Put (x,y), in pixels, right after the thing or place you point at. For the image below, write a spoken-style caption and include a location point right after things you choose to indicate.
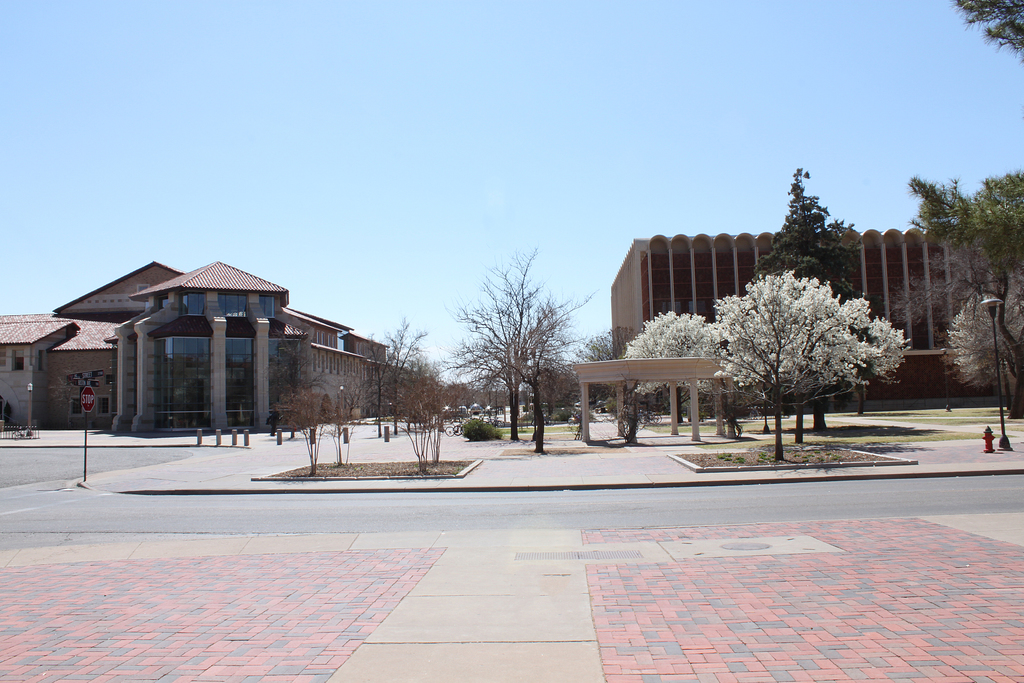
In this picture there are buildings (920,319) and trees (611,335). In the foreground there are poles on the footpath (1015,459) and there is a board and light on the poles (1002,443). On the right side of the image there is a fire hydrant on the footpath (664,456). At the top (410,127) there is sky (410,127). At the bottom (415,607) there is pavement (393,544) and there is a road (375,529).
